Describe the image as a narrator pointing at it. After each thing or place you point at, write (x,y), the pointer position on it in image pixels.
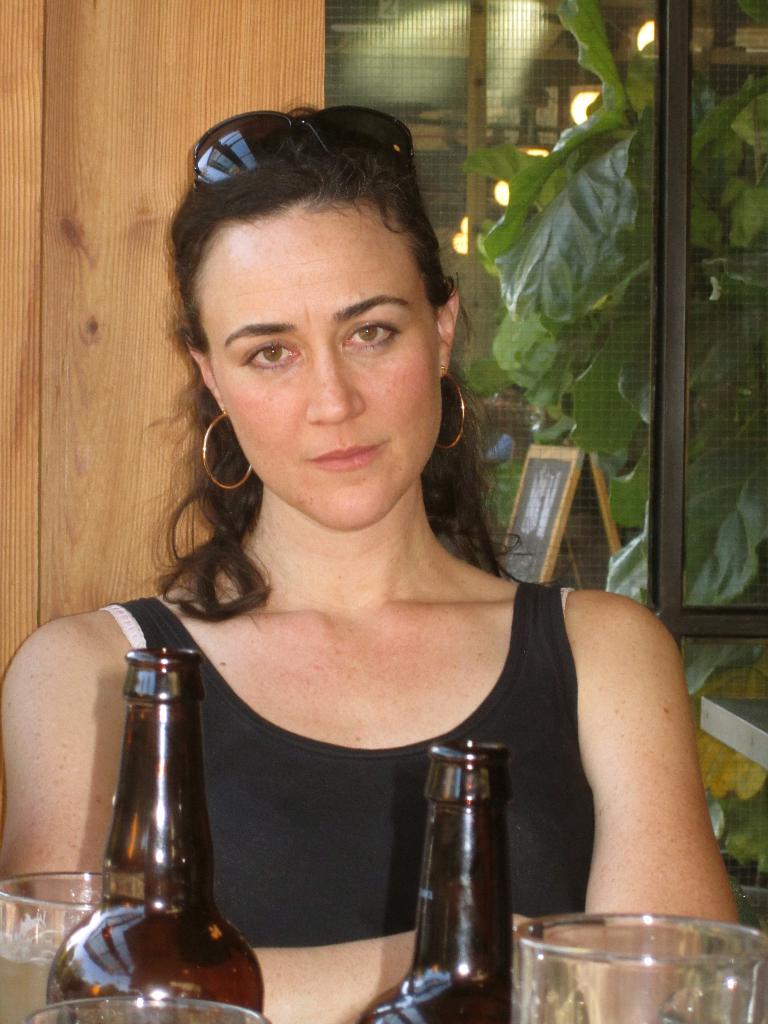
This Picture describe about the woman (260,166) wearing sunglasses (355,138) and black sando (258,750) is sitting on the chair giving a pose into the camera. In front (156,937) we can see two brown color beer bottles (152,736), glasses (602,976) on the table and in behind a wooden door (99,426) with iron mesh (624,242) from which plants (624,242) are seen.
